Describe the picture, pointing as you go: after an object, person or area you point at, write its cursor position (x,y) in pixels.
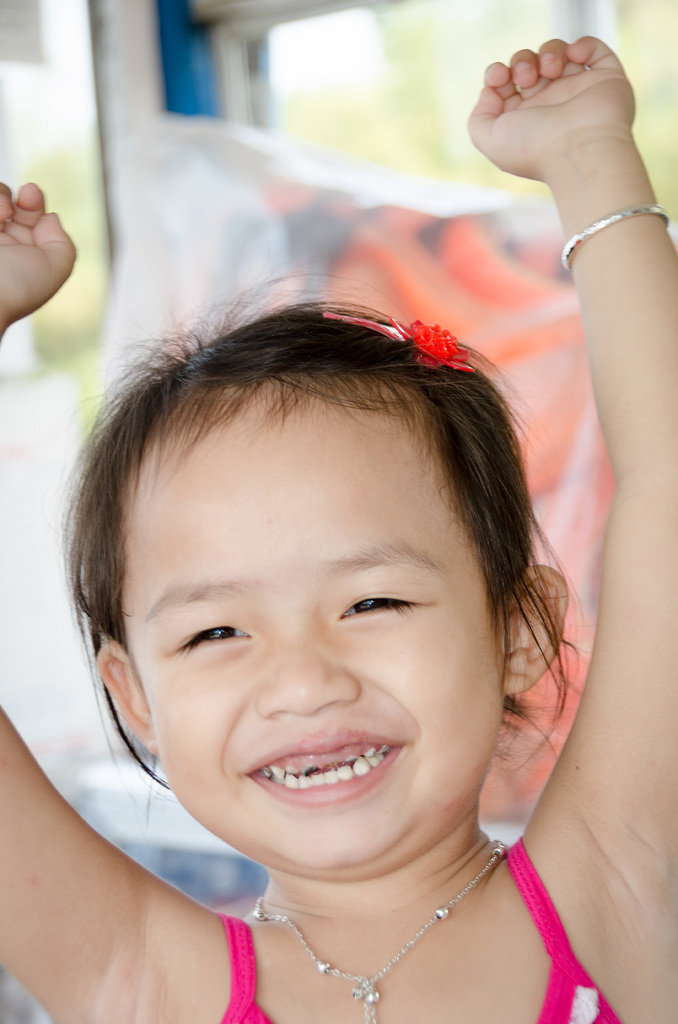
As we can see in the image in the front (353,712) there is a girl (429,656) standing. Behind her there is a pillow (300,277) and the background (201,230) is blurred.
